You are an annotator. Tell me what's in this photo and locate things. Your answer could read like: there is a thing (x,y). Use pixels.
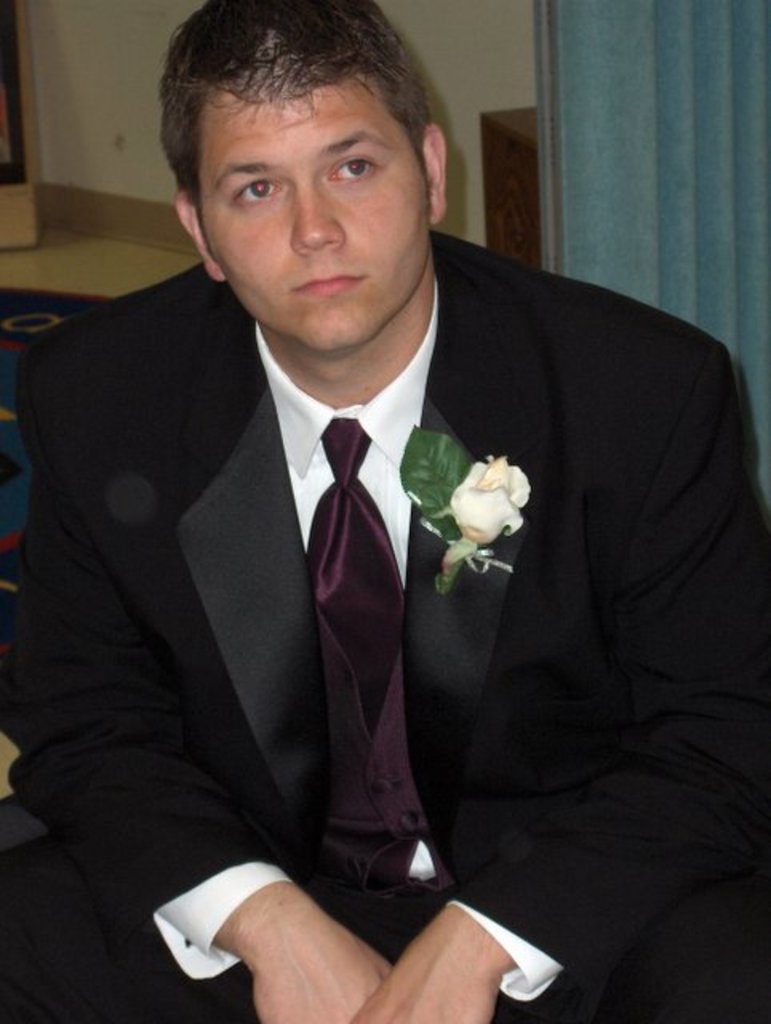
In this image, we can see a person (307,485) in a suit (488,781) is sitting. Here we can see a flower (484,525) and leaf (439,494) on the coat (495,770). Background (480,35) there is a wall (491,80), floor (79,268) and curtain (646,195).
